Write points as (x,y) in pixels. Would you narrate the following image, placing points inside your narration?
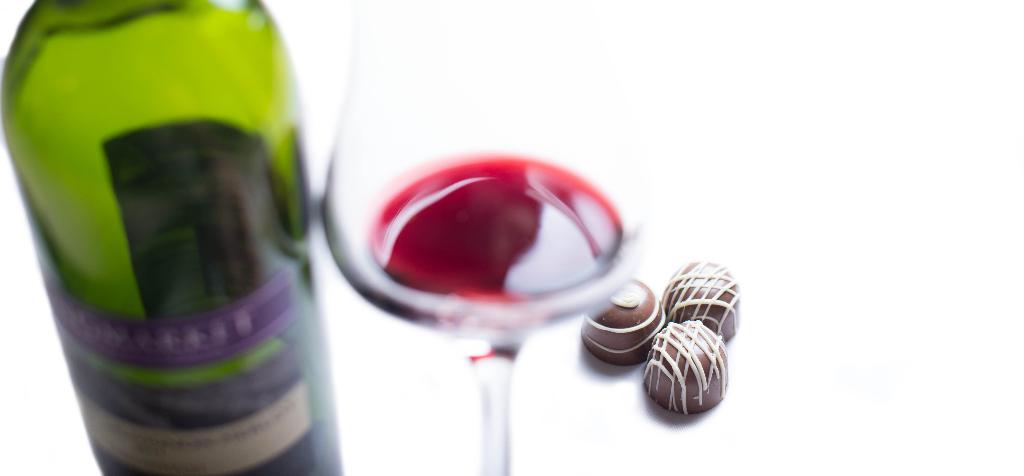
In this image, there is bottle (207,189) and glass (570,205). This bottle (247,133) has a label (275,419) and contains some text (78,317).
